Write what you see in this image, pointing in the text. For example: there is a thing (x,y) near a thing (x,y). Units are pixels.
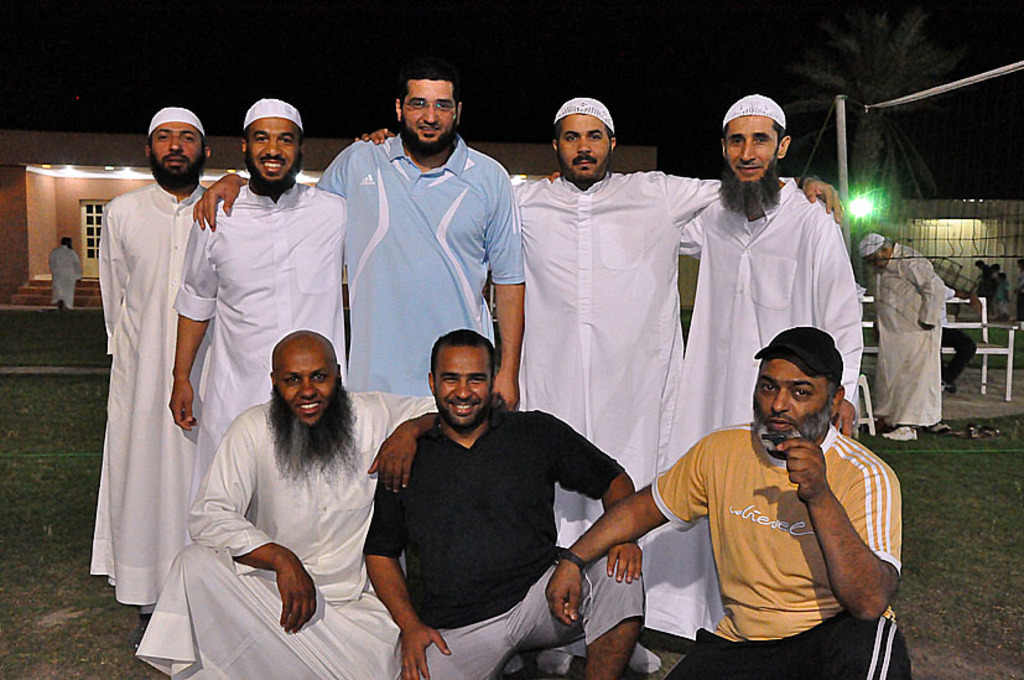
In this image we can see people (685,234) standing. At the bottom (817,551) there are people (399,522) sitting. In the background (952,325) there is a tree (892,112), buildings (86,162), bench (957,308), people (898,340), lights (76,171) and sky (339,64).
